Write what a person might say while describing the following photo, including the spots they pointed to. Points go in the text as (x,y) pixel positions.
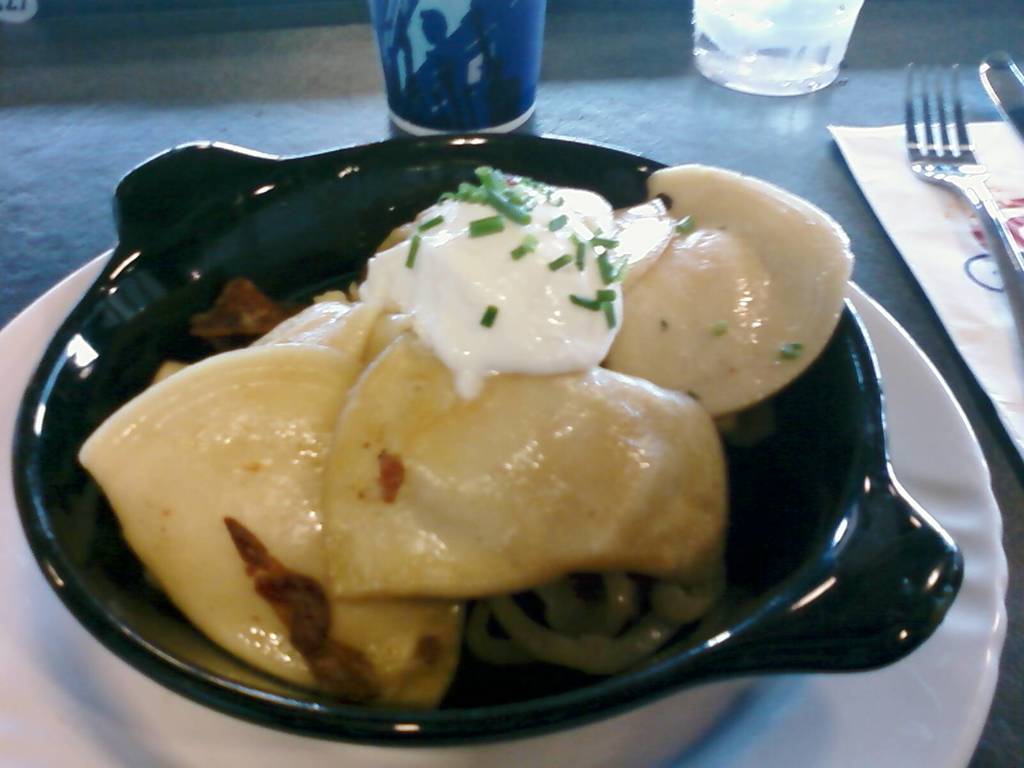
In this picture we can see a table (242,59). On the table (629,64) we can see the glasses (804,73), paper (897,179), fork (926,172), spoon (1010,87), plate (941,410) and a bowl (708,641) which contains food (392,393).
